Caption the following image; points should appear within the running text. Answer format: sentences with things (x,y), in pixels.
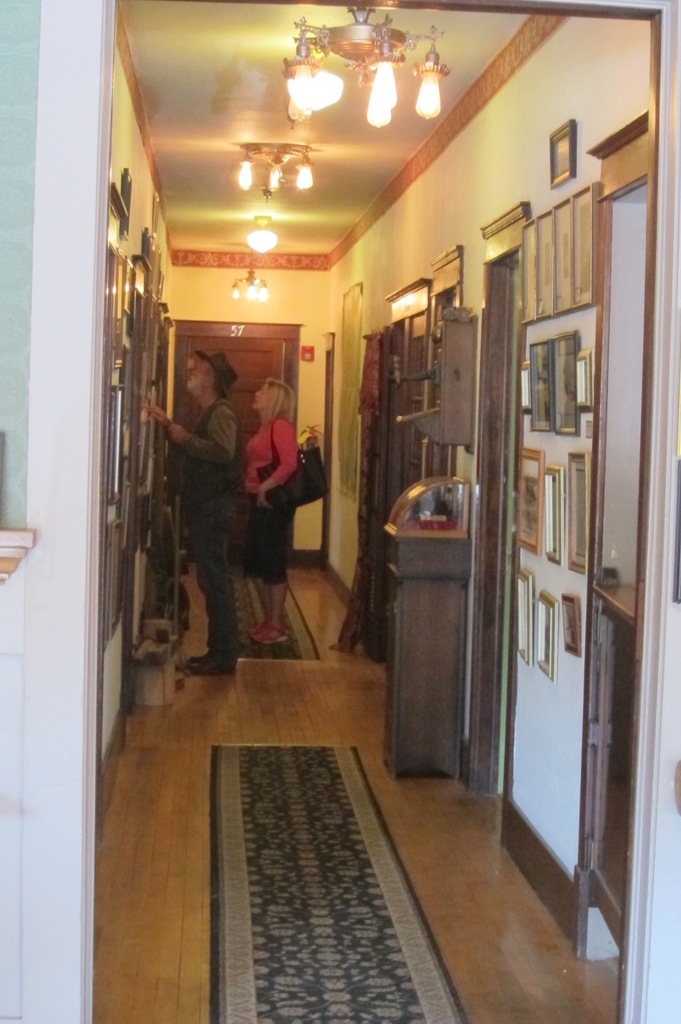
This picture is inside view of a room (401,589). We can see two persons (217,470) are standing in the middle of the image (266,517). We can see the chandelier (326,84), door (501,303), cupboards (436,680), table (452,630), frame (561,389), door (268,359), door mat (277,795) are present.
